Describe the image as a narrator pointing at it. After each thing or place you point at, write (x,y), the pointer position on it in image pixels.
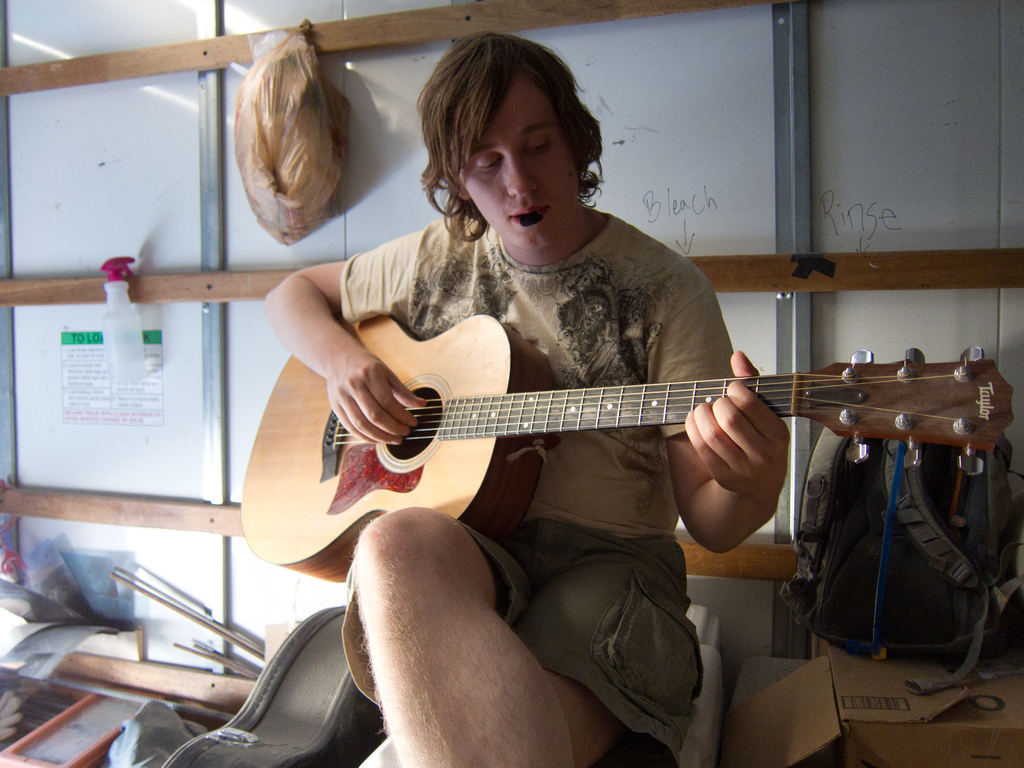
In this picture we can see a man (497,739) sitting on a table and he is playing a guitar (503,427).
